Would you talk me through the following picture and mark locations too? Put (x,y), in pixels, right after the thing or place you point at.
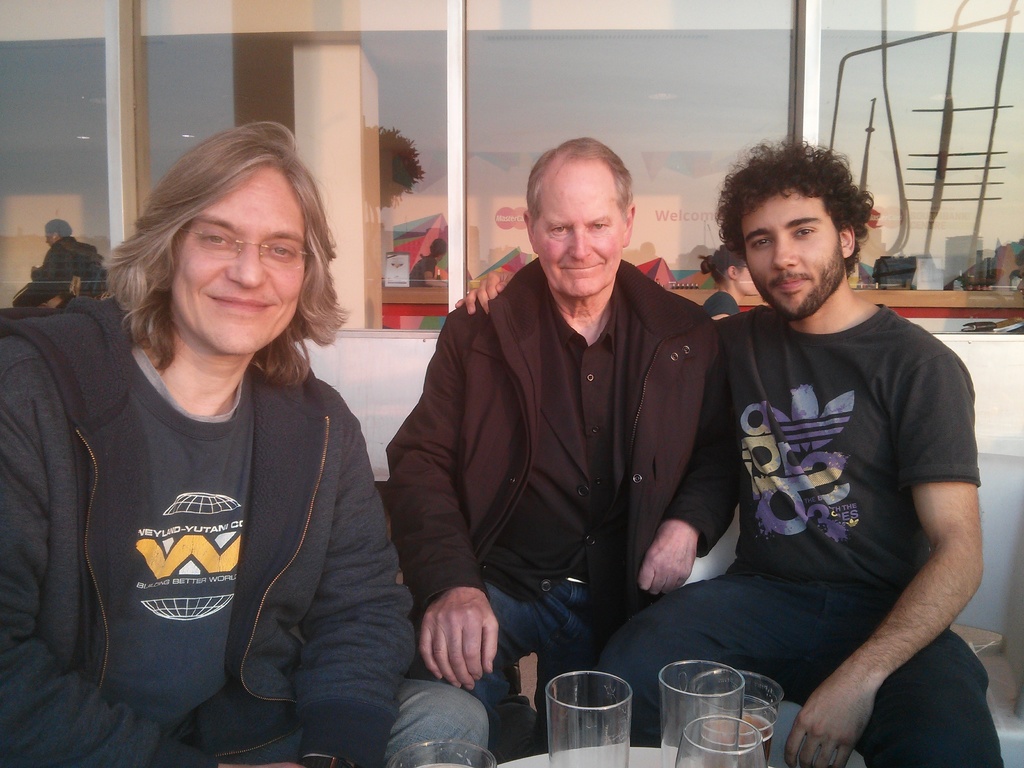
In this picture there are three persons (439,402) sitting in the foreground (868,739). There are glasses (591,694) on the table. At the back (551,67) there is a building (689,87) and there is a reflection (405,106) of buildings (338,99) and tree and sky (481,105).
